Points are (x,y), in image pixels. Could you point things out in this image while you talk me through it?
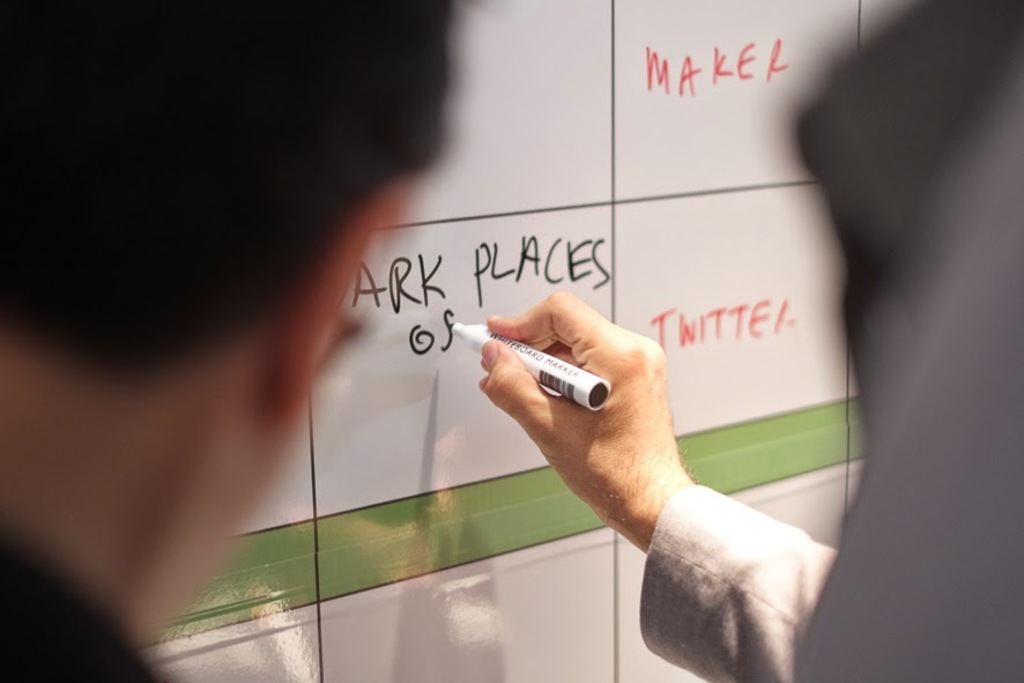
In this image we can see a person (759,535) writing on the whiteboard (723,370) with a marker (571,377).
